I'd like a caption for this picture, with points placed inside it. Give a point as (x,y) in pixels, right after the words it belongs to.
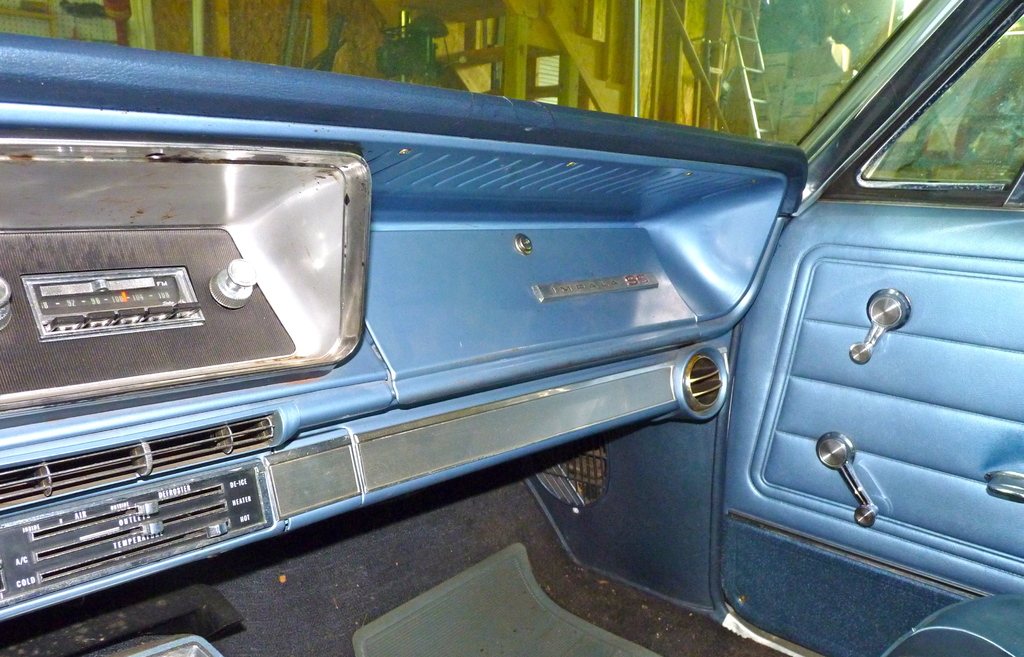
In this image I can see inside view of a vehicle (889,375). In the background (736,33) I can see a ladder (756,41) and few boxes (792,126).
